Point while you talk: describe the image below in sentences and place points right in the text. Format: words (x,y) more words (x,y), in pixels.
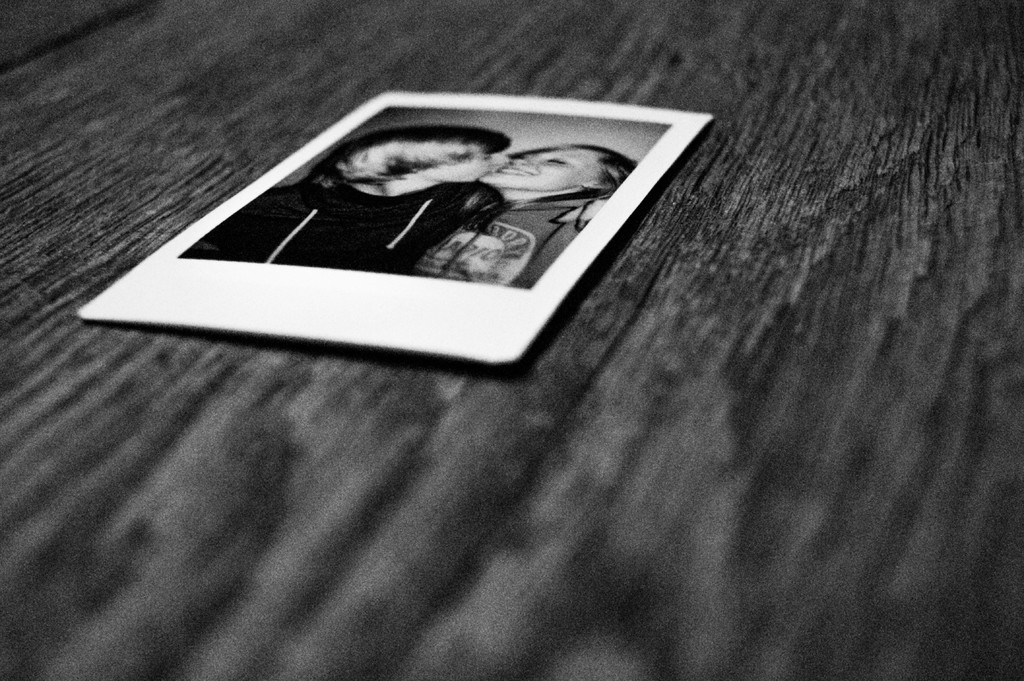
This is a black and white image. In this image we can see photo (423,210) placed on the table (552,436).
